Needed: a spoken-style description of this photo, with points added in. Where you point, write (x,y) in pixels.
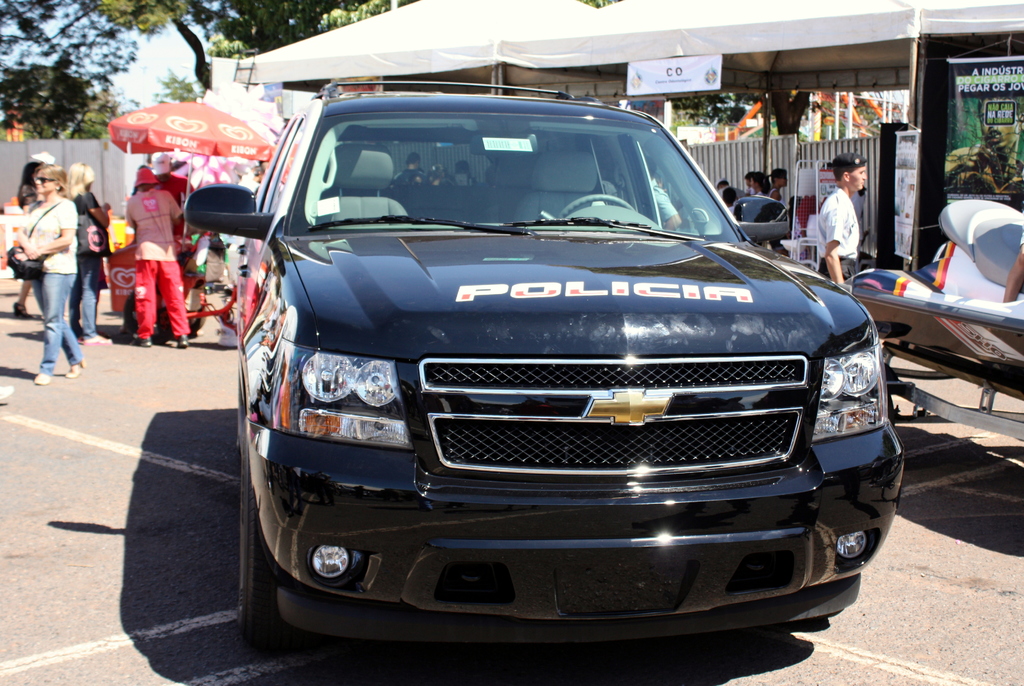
In this picture there is a black color car (257,224) in the center of the image (658,266) and there are people (31,199) on the right (723,183) and left side of the image (131,221) and there are trees (4,85) at the top side of the image (21,94).
